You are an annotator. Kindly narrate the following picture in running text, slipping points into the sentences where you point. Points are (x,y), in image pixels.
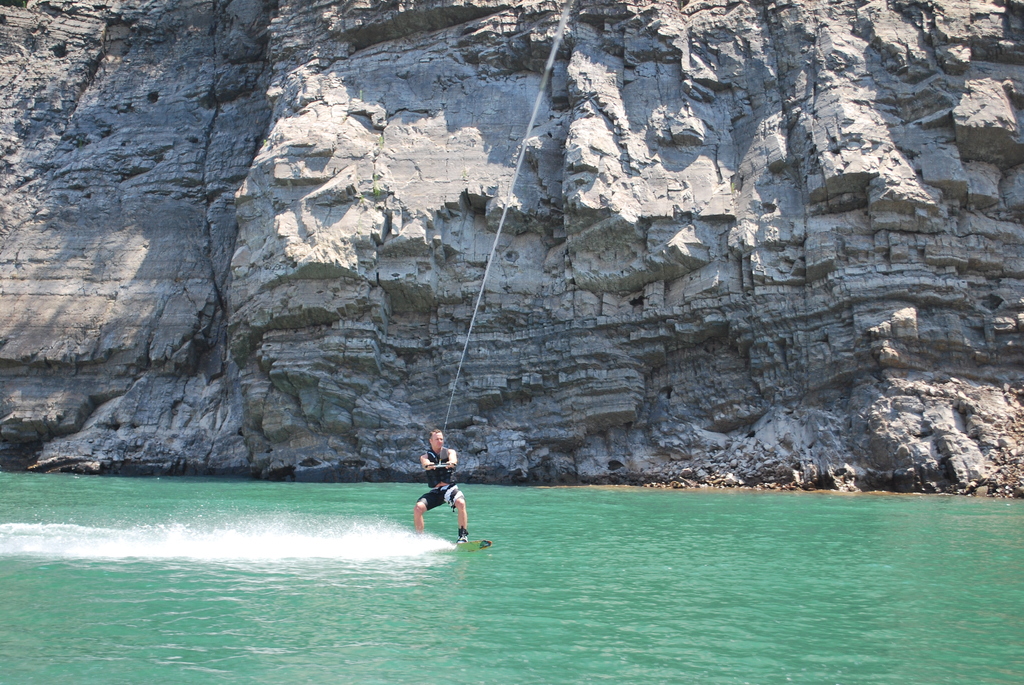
In this image there is a person (428,471) surfing with a surf board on the water (482,495) by holding a rope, and in the background (509,350) there is a hill (341,323).
